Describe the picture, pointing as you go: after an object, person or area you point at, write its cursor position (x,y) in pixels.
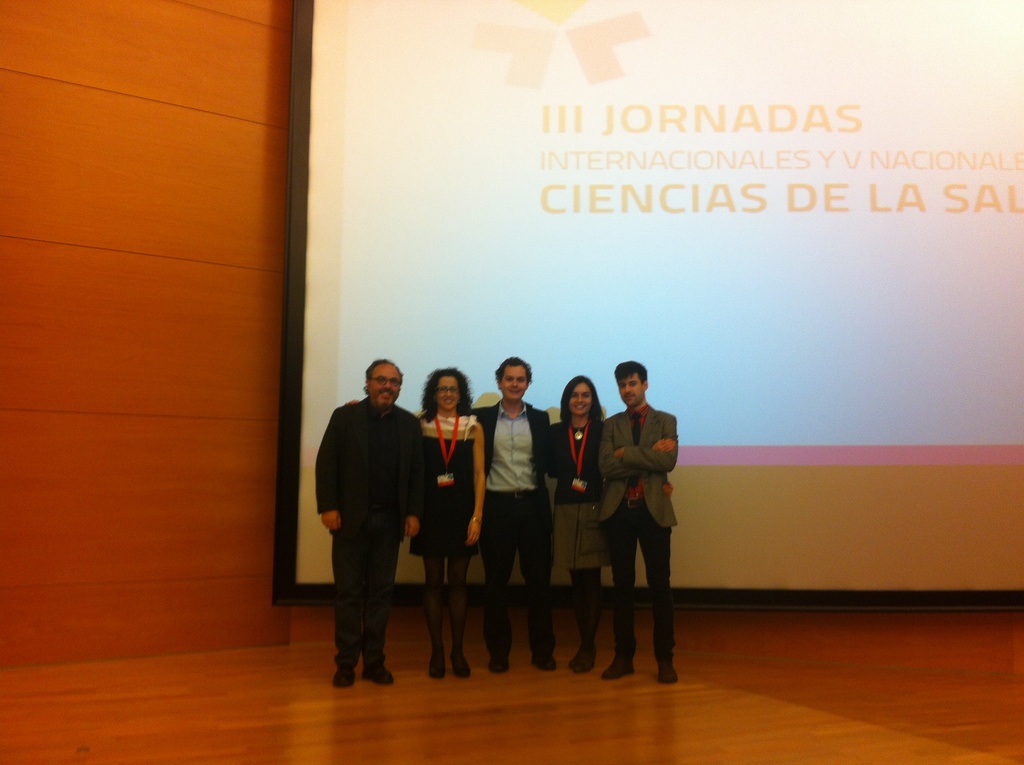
In this image there are three men (640,457) standing, there are two women (584,411) standing, the women (592,524) are wearing an identity card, there is a wooden floor (717,709) towards the bottom of the image (694,720), there is a wall (130,253) towards the left of the image (157,411), there is a screen (617,176) behind the persons (516,437), there is text (689,211) on the screen (738,119).
